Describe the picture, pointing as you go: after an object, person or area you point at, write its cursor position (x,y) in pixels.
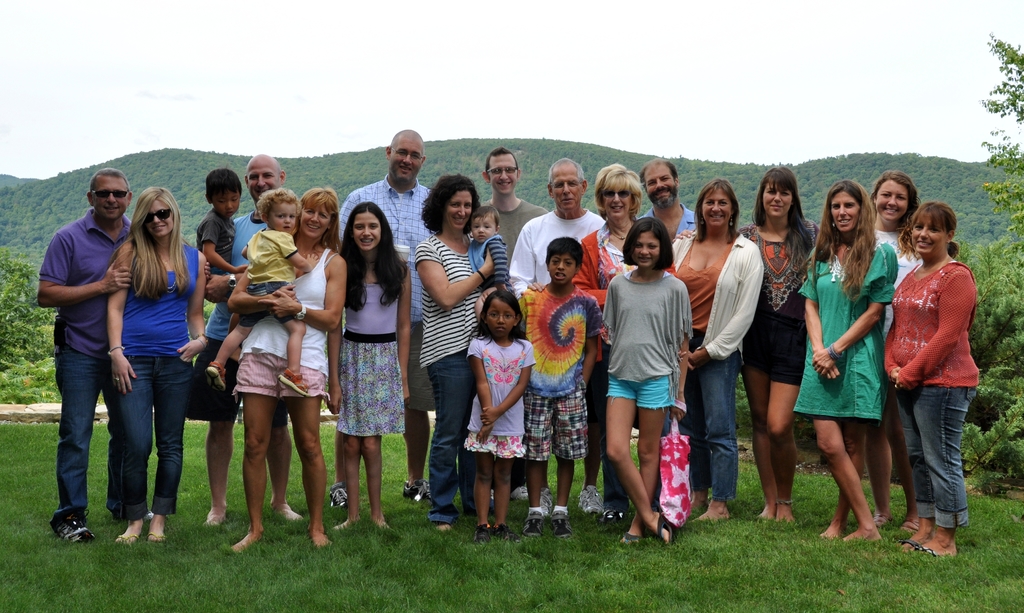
In the image we can see there are many people (585,293) standing and wearing clothes (421,251), some of them are wearing spectacles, this person (624,386) is holding a bag (672,469) in hand (681,415). This is a grass (467,546), plant (31,309), mountain (454,161) and a sky (369,110).
